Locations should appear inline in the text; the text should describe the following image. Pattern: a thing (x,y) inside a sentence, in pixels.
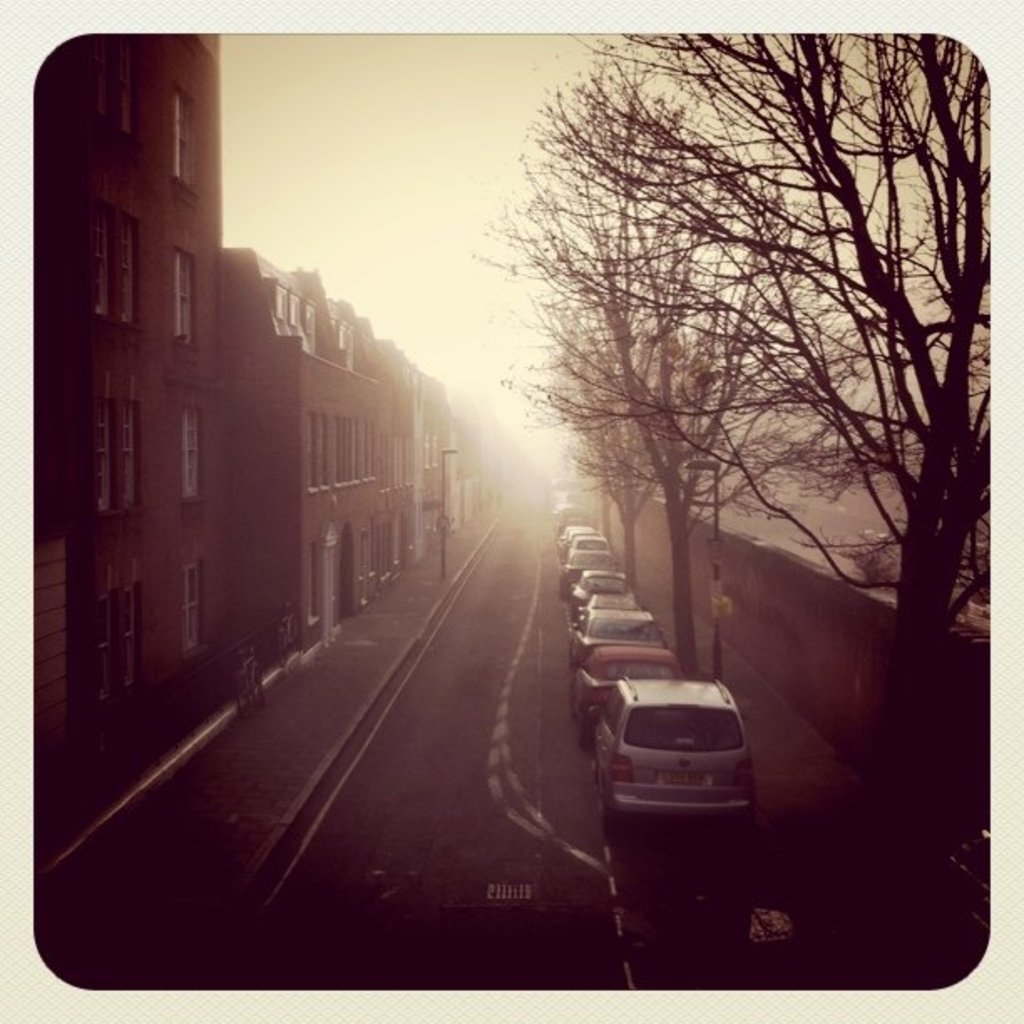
In this image, we can see a photo frame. In the image, on the right side (935,541), we can see a wall (970,639), trees (940,652) and few cars (591,716) which are placed on the road (575,869). On the left side (135,604), we can see some buildings (175,590), window (343,468), pole (445,490). At the top (457,214), we can see a sky (454,215), at the bottom (560,719), we can see a road (468,777) and a footpath (425,577).
